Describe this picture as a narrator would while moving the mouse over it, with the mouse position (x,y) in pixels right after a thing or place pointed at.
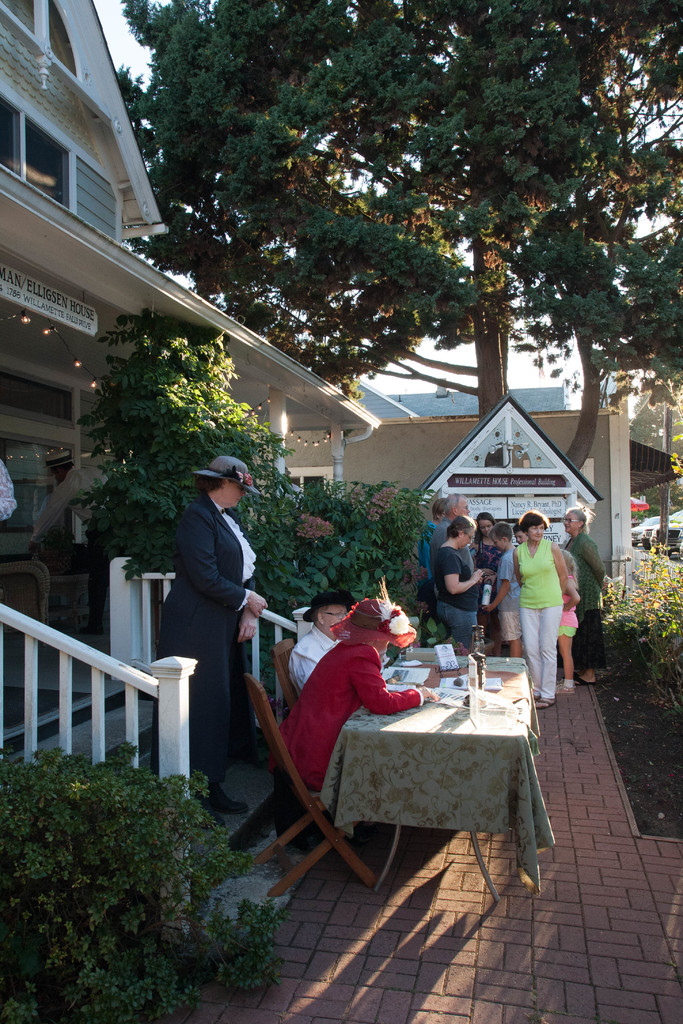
A house (40,112) with fence (114,621) and steps (115,739). In-front of this house (73,714) there are plants (155,842). This persons (481,524) are standing. This 2 persons (309,688) are sitting on a chair (300,784). In-front of this 2 persons (365,643) there is a table (422,789), on a table (371,768) there are papers (446,695). This is a tree (441,178).
